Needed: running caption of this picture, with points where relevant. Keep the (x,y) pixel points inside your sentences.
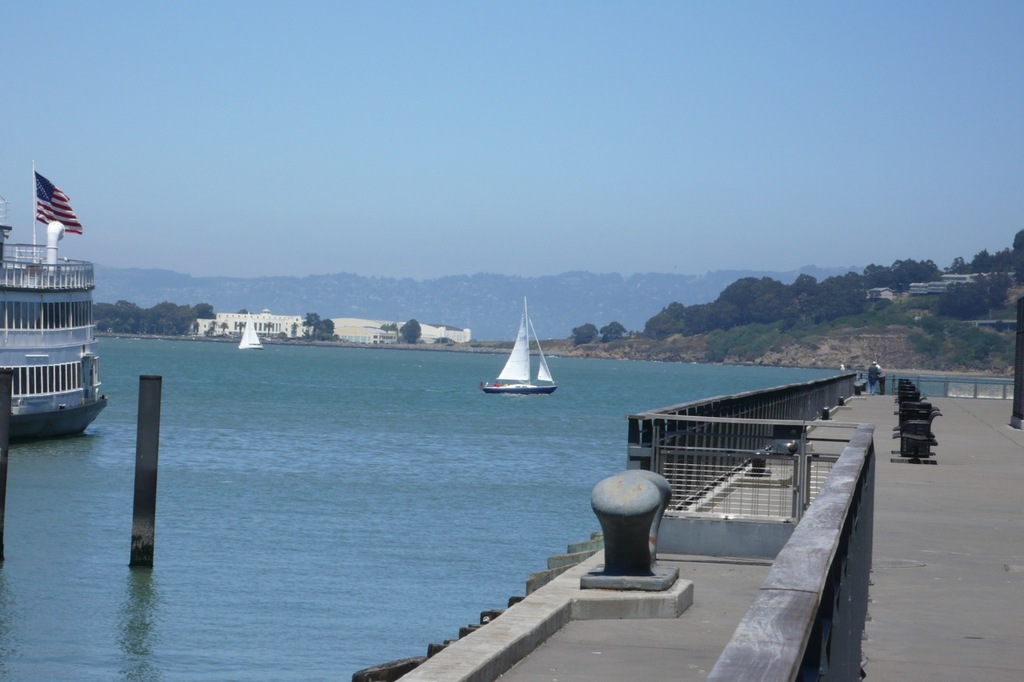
In this image I can see the sea (238,366) and some boats (254,347) in the sea (438,399). On the left hand side (142,412) I can see some poles (145,426). In the center of the image (383,336) I can see some buildings (360,326), behind the buildings (296,334) I can see mountains (641,288) spreading towards the right hand side (862,324). At the top of the image (571,154) I can see the sky (320,72). In the right bottom corner (812,648) I can see a bay area (888,411) with some chairs (910,434), grills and two people (885,382) standing.
